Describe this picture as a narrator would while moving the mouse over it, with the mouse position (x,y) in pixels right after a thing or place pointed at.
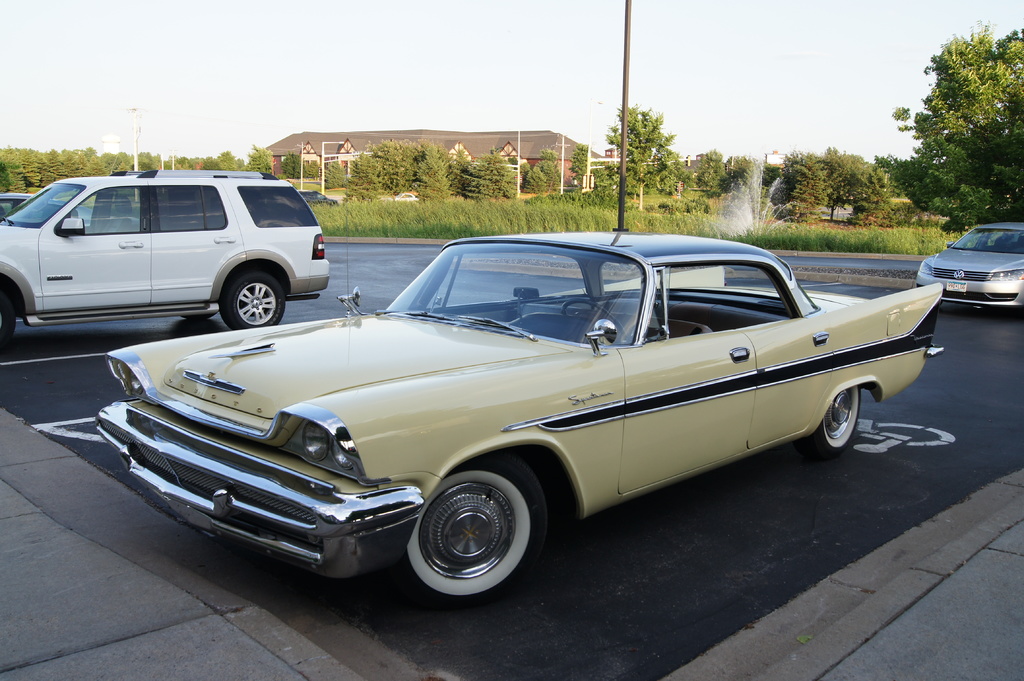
It is a car (705,446) parked on the road (701,537), it is in yellow car (477,405). At the left side (226,198) another car (275,194) is parked, it is in white color. There are trees (1012,81) in the middle of an image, at the top (481,74) it is the sky (380,63).
